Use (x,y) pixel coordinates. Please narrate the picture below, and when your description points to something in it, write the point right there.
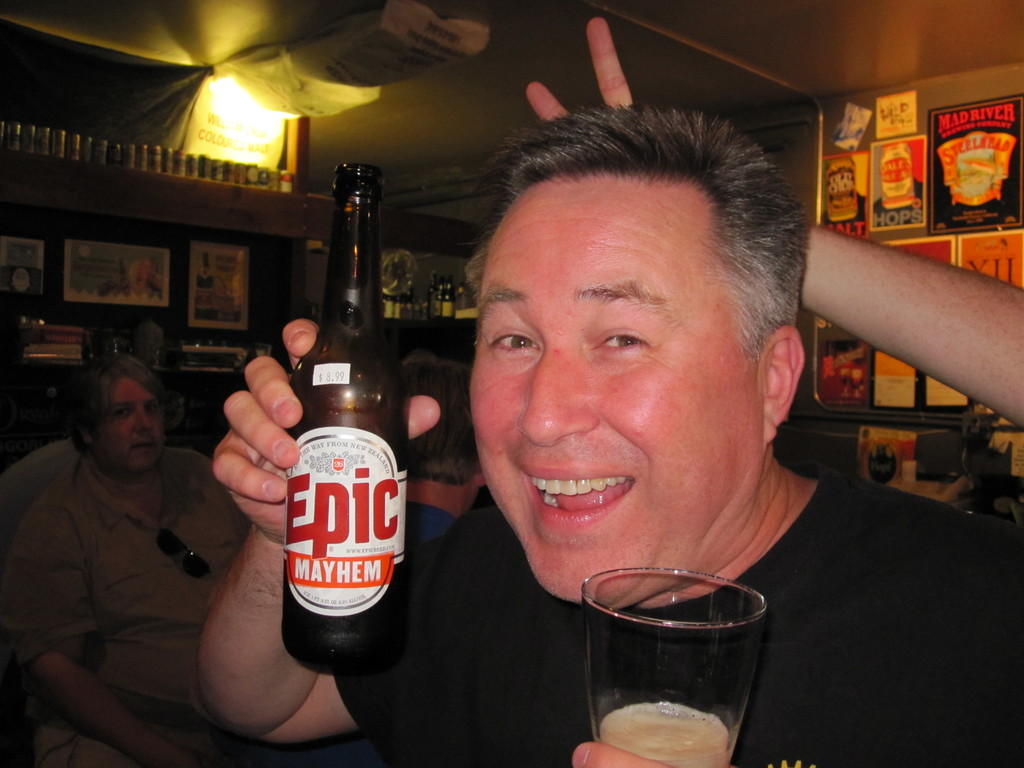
A man (595,409) is holding a beer bottle (346,570) in one hand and glass (605,715) in other. There is a human hand (964,351) behind him. There is a person (153,391) sitting beside him. There are some bottles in shelves (422,257) and photo frames (118,269) on walls (264,282) in the background (105,276).
